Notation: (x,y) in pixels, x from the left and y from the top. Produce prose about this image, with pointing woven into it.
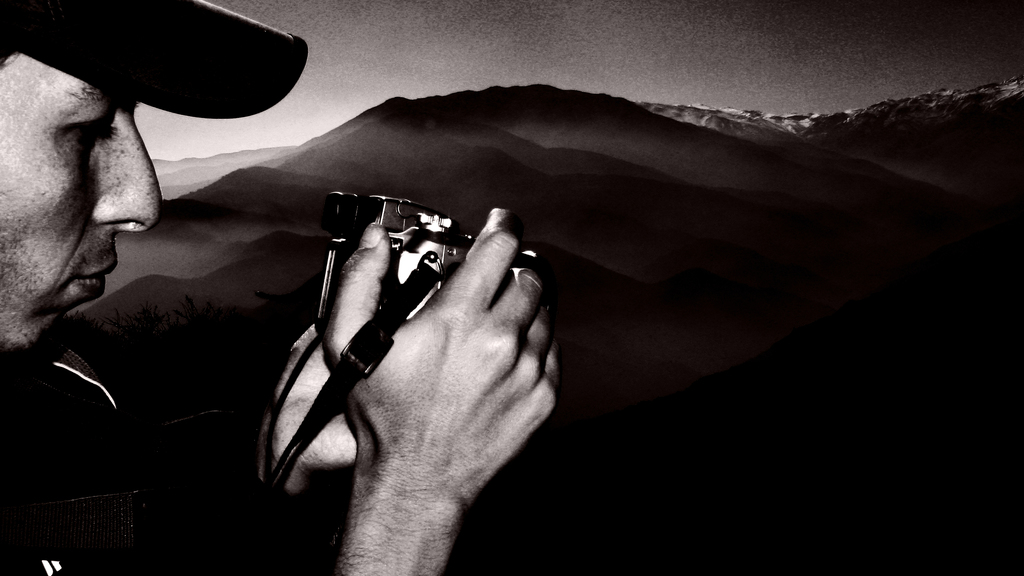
In this image I can see a man (11,65) and I can see he is holding a camera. I can also see he is wearing a cap (238,106) and I can see this image is black and white in colour.
